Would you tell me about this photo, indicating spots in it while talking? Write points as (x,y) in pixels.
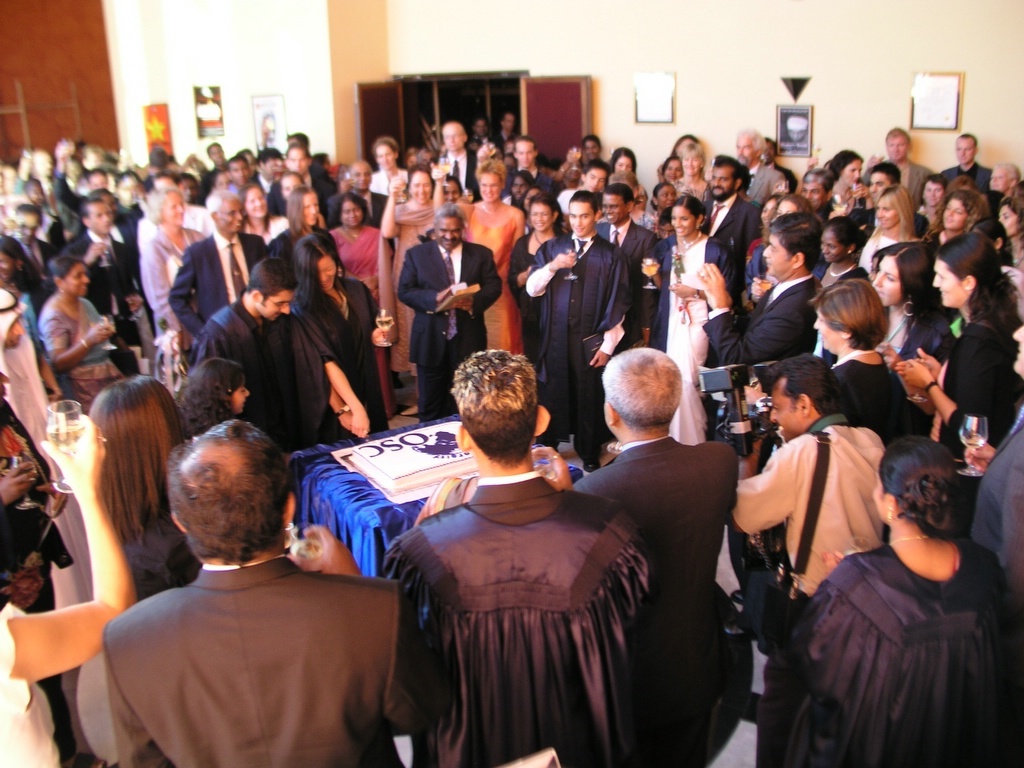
In the foreground of this image (758,463), there are persons (285,688) standing around a table (370,519) on which a cake (411,464) is placed on it. Few of them are holding glasses (566,264) and a person (798,493) is holding camera (738,429) on the right (749,399). In the background (686,58), there is a wall (266,30), few frames (655,73) on the wall (853,106) and a doorway (498,101).
